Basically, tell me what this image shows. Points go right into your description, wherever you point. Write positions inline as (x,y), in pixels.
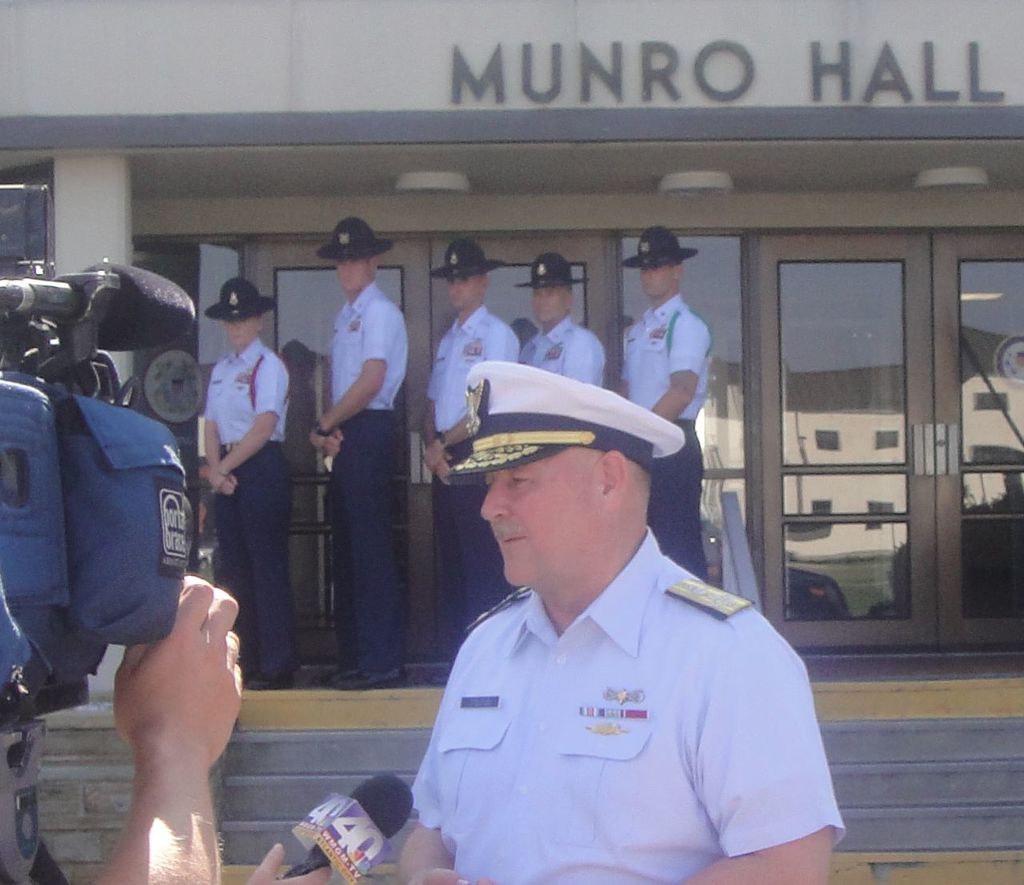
On the left side (39,818), there is a person (203,796) holding a camera (43,688) and there is a person (273,880) holding a mic (380,811) with a hand (258,870). On the right side (703,825), there is a person (691,605) in white color shirt (672,626), standing. In the background (643,359), there are persons (521,351) in white color shirts (268,356), wearing black color hats (239,285) and standing in a line on a floor (249,693) of a building (199,225) which is having glass doors (968,289), steps (952,839) and a hoarding (981,70) on the wall (904,10).
